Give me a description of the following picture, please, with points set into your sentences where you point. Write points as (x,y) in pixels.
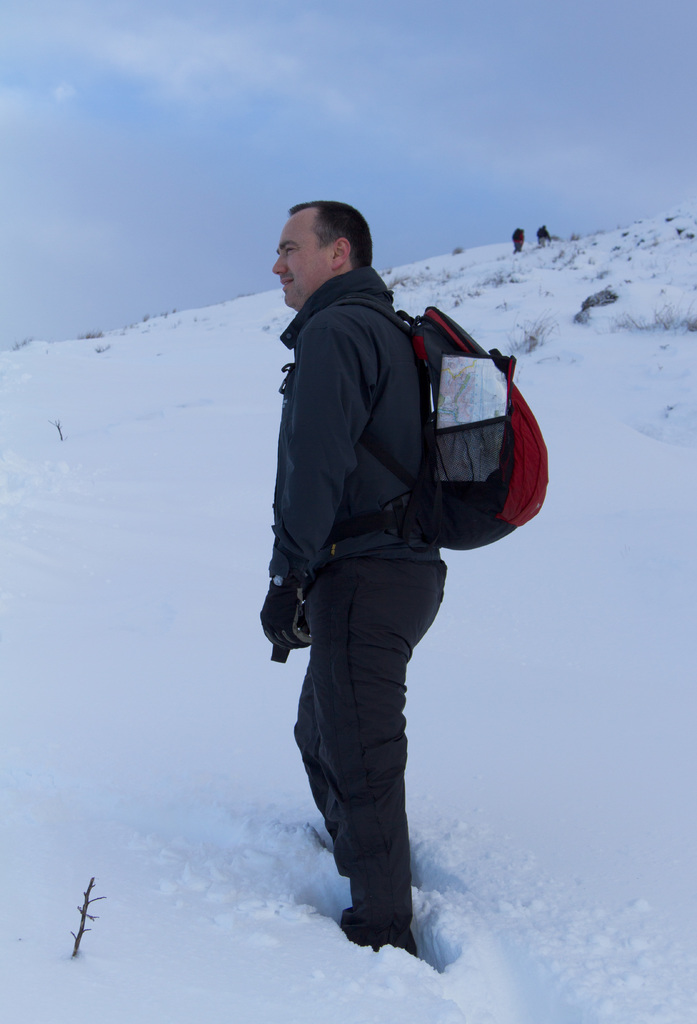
In this image I can see one person (368,410) is standing and wearing the bag (497,423). Back I can see the dry grass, snow (204,410) and few people (521,244). The sky (371,109) is in blue and white color.
